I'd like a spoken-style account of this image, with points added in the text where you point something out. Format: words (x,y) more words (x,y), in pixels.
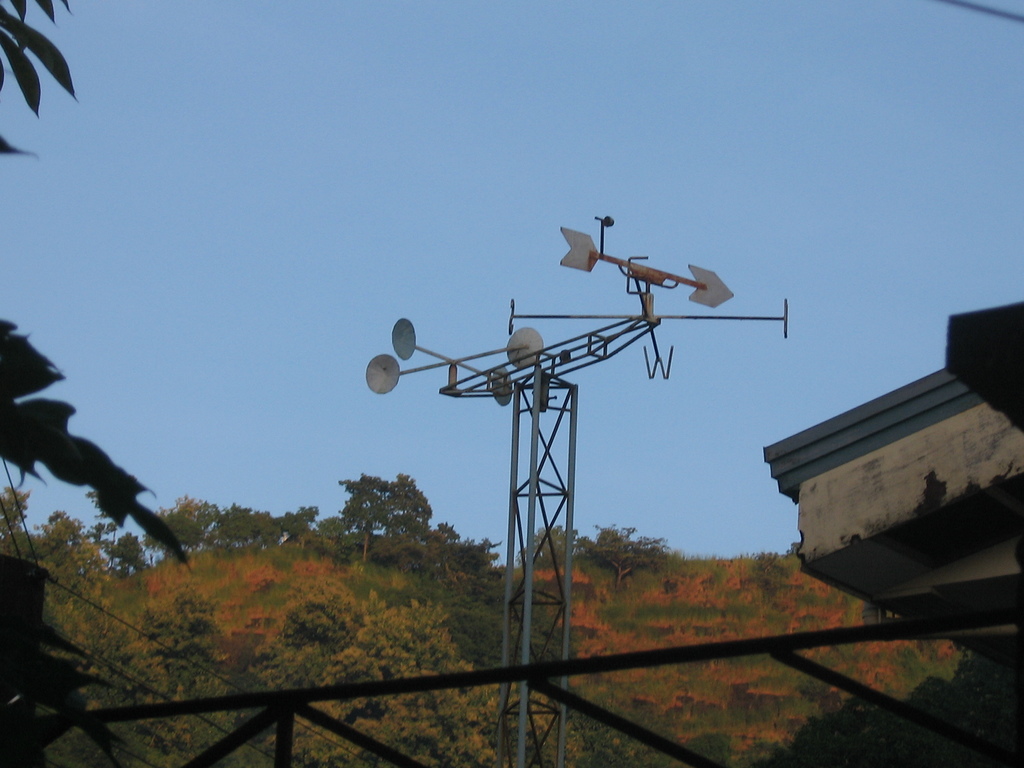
In this image there is a weather vane (633,272) on top of a tower (568,515), behind the tower (519,536) there are trees (464,577).
